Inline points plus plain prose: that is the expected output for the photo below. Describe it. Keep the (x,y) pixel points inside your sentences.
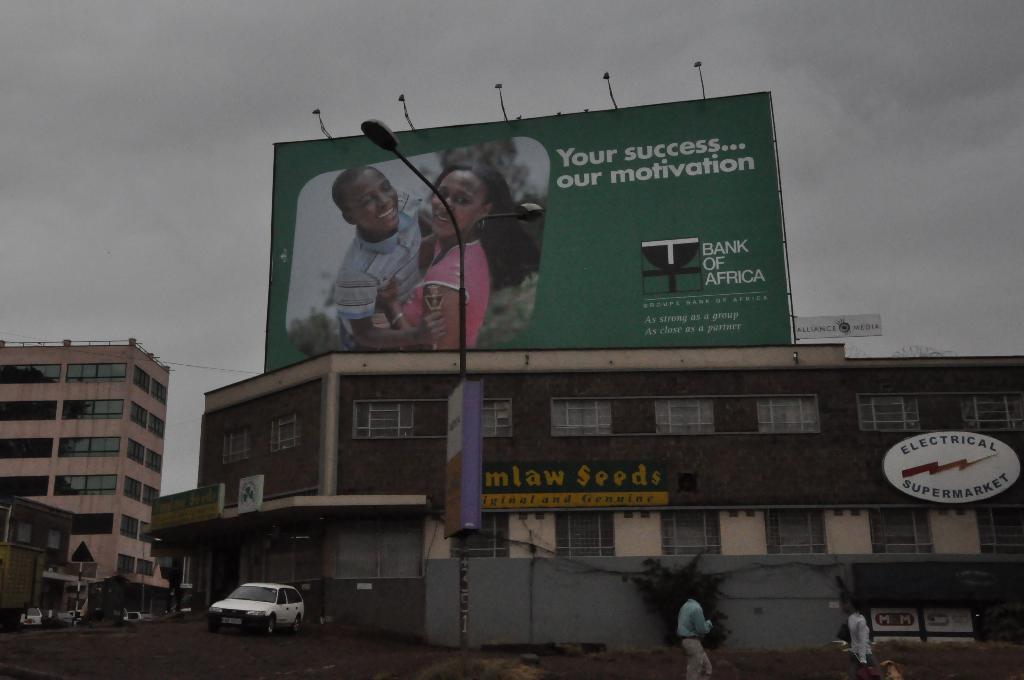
In this image we can see a few buildings (332,443), on the building (323,427) we can see a board (612,333) with some images (531,246) and text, there are some trees (682,576), windows (105,519), people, vehicles (137,616), boards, poles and lights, in the background (71,159) we can see the sky (50,181).
